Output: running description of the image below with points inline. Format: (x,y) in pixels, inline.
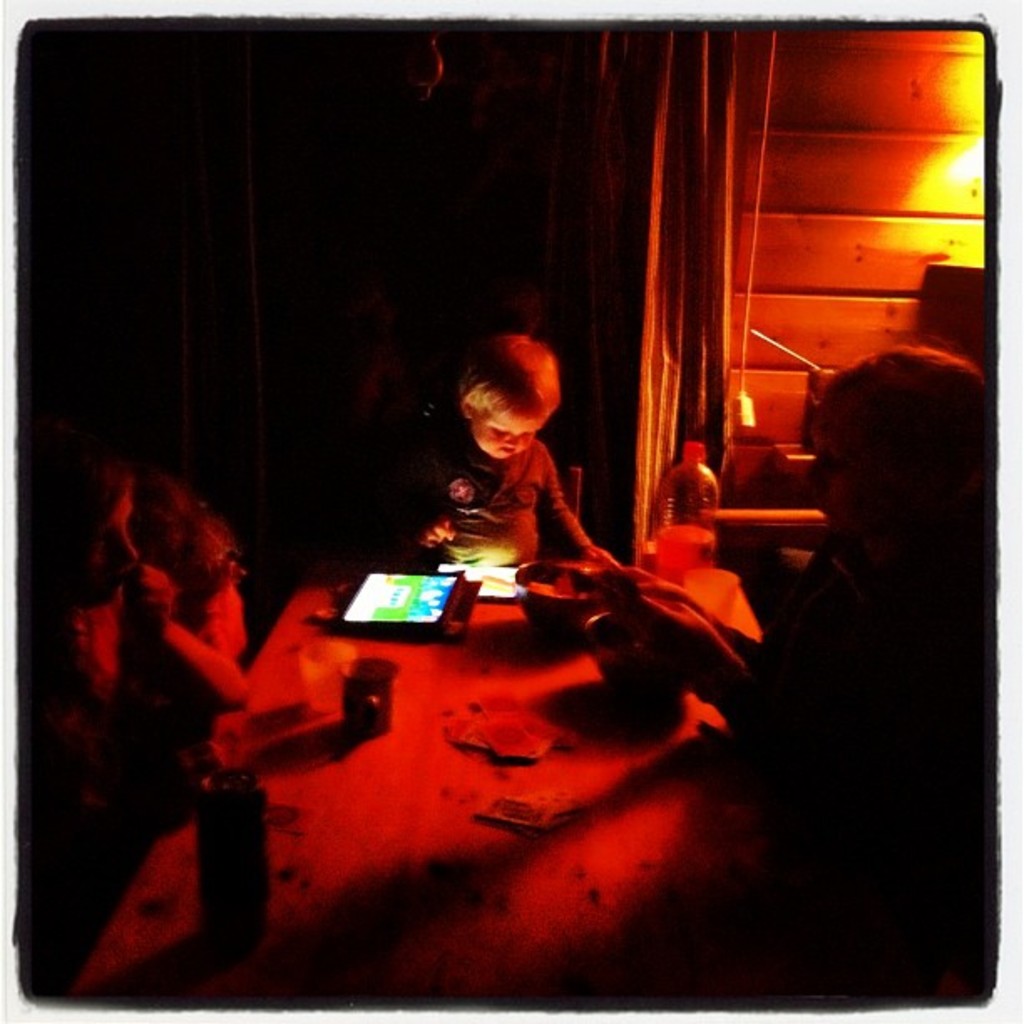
This picture is taken in the dark, where I can see a child (480,538) is at the table (561,783) and we can see tablets (412,621) and few more objects (320,693) are placed on the table (582,956). On the either side of the image I can see people (878,628) sitting. In the background (642,466), I can see the curtains (660,276) and lights (966,122).
